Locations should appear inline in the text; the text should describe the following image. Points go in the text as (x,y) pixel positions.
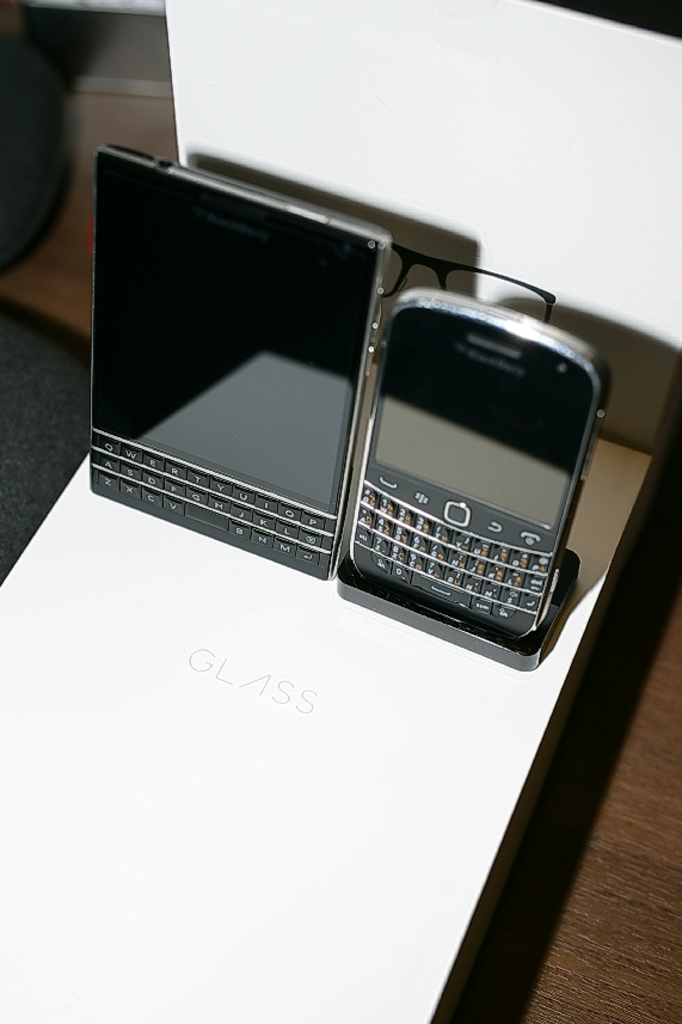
In this image we can see two mobiles (268,470) and a white object (289,643) with text (264,680). In the bottom right (594,934) we can see a wooden object (614,930). Behind the mobiles (306,272) we can see a white object (457,241).
